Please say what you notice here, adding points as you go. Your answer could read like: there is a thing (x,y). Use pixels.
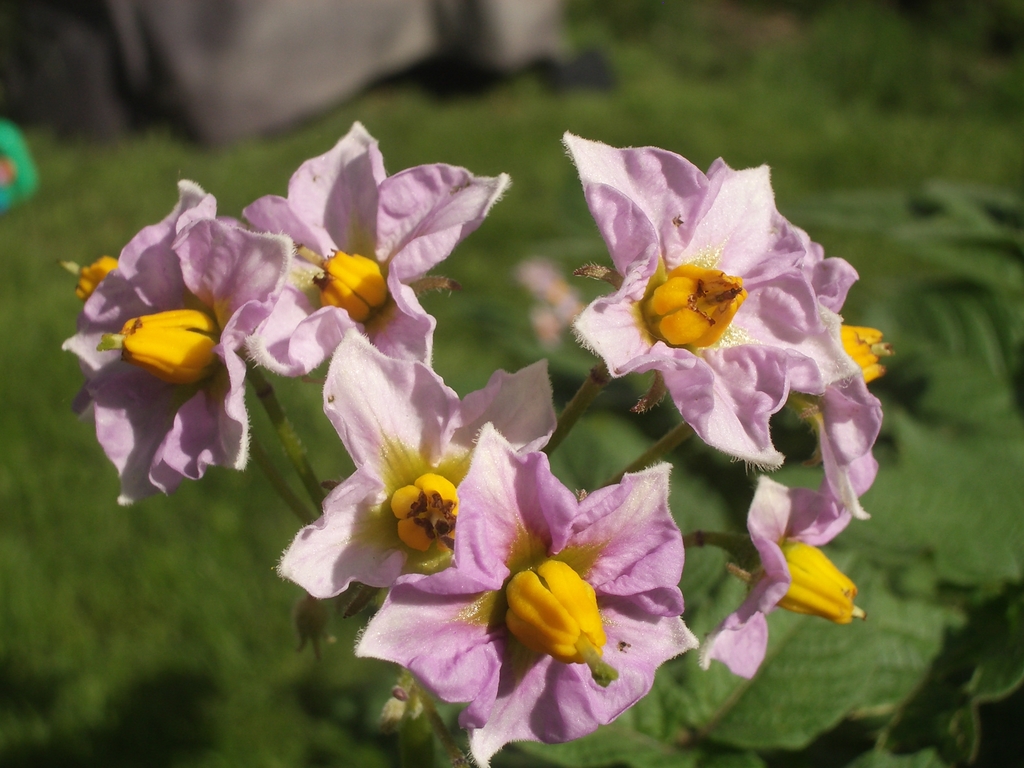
In this image we can see pink color flowers (634,288) and we can see the greenery (217,537) in the background (500,142).
